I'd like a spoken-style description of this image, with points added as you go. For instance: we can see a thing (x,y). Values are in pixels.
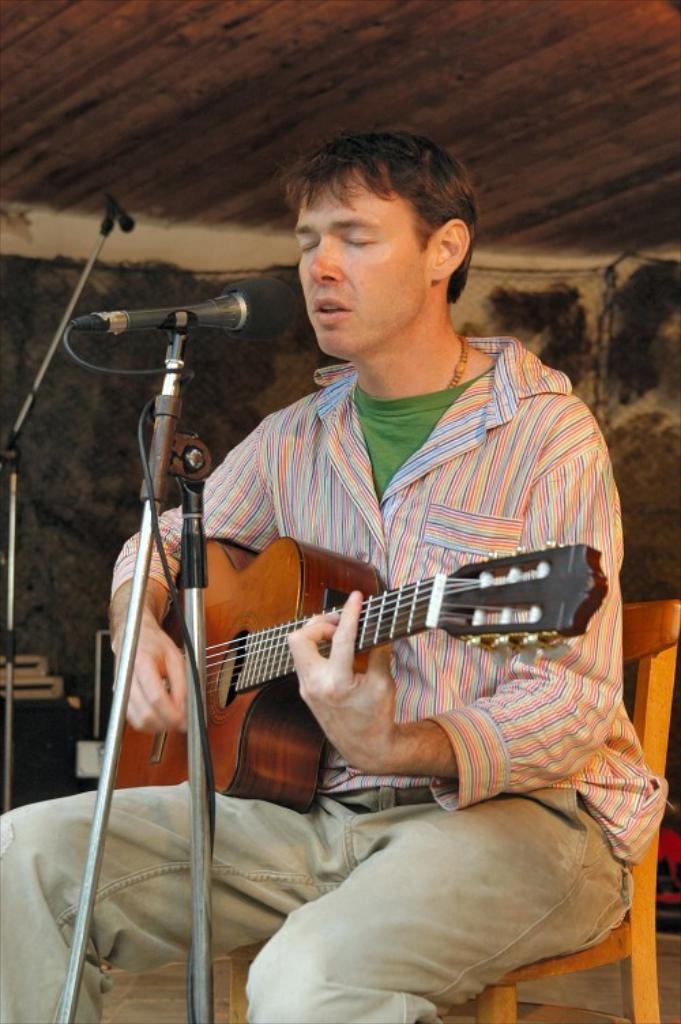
In this image there is a person (370,864) sitting and playing guitar (280,736) and he is singing. There is a microphone (117,320) and at the back (30,745) there is a box (46,739).
